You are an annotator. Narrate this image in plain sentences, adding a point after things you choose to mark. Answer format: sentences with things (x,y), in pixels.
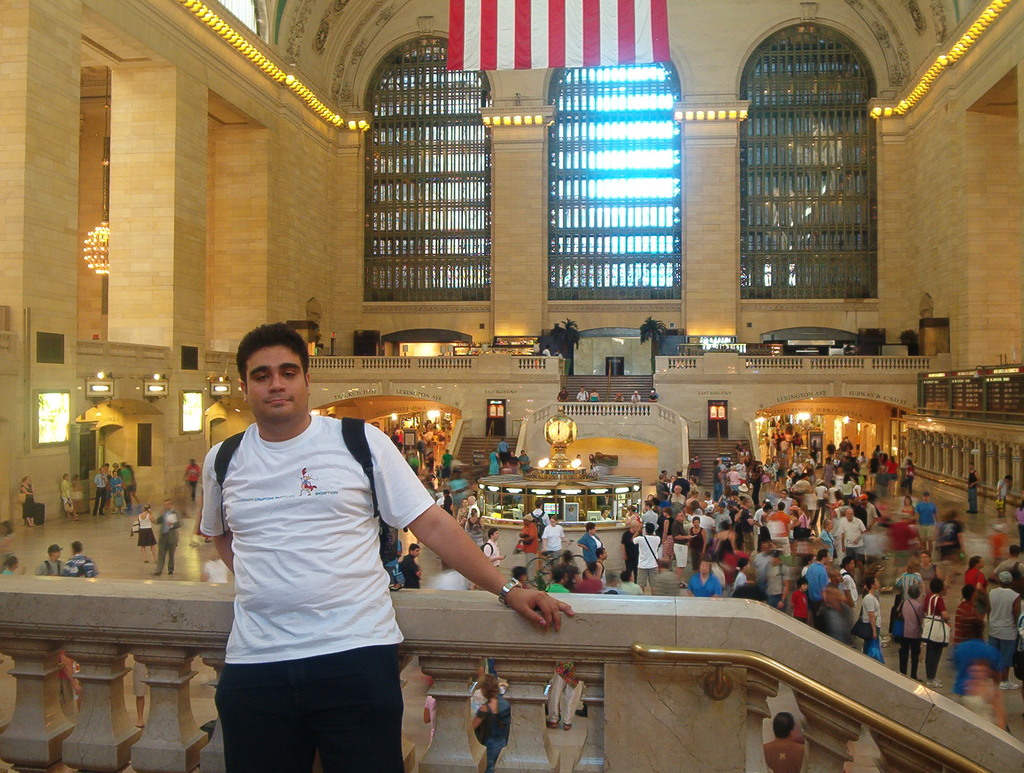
Here we can see a man (274,467) posing to a camera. In the background (427,435) we can see group of people (844,574), lights (599,490), screens (40,400), doors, flag (645,37), pillars (1,105), and wall (948,305).
